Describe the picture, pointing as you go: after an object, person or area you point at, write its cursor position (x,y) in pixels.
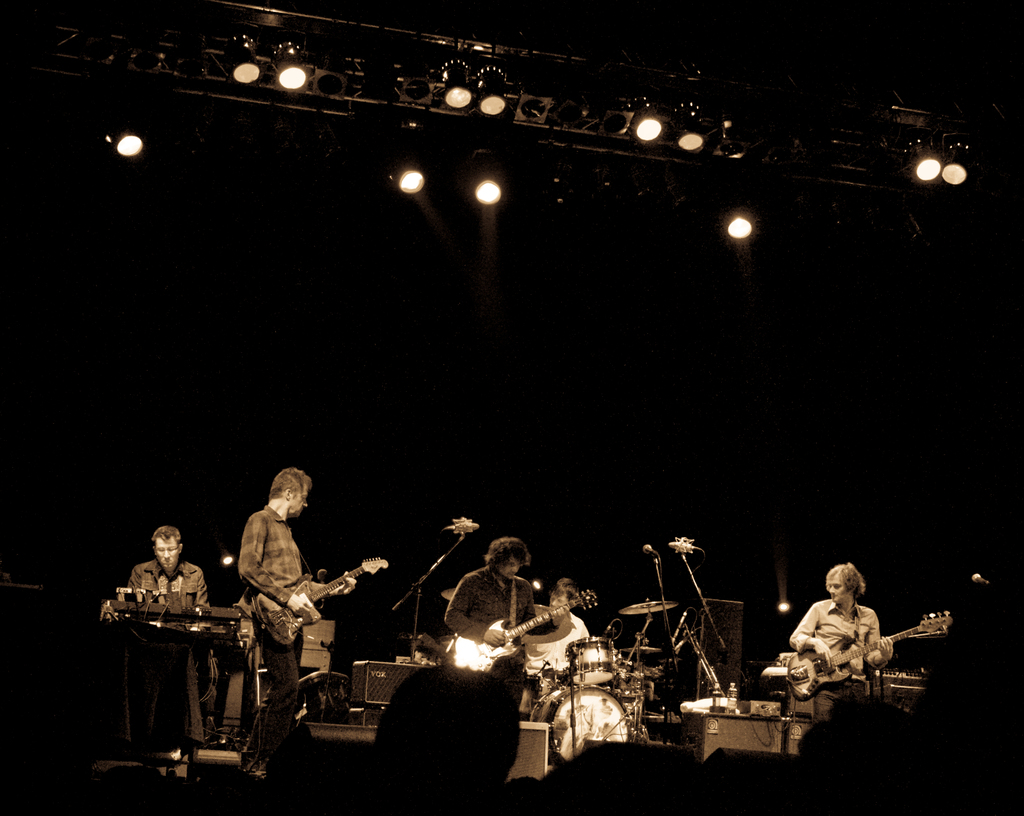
The picture is taken in a musical concert where people (842,620) are playing many musical instruments (170,615). Among them three are playing guitar (805,659) and one is playing drums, also a guy (178,589) is playing a piano (145,614). In the background (447,73) we observe light (297,82) fitted to the stand (272,85) and focusing the musicians (492,585).
